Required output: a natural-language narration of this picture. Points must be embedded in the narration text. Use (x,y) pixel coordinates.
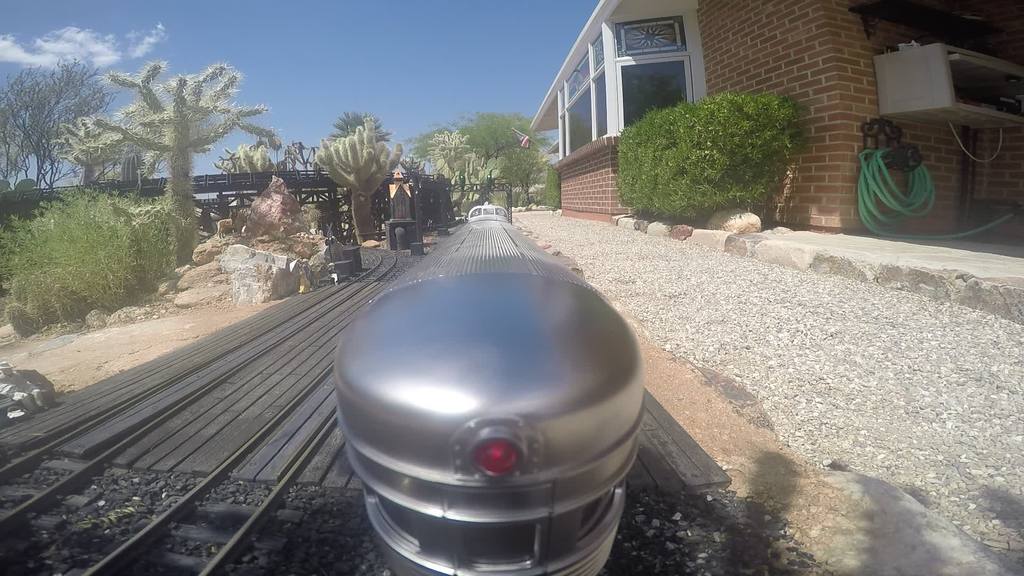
In this image we can see the building (837,158), one flag (526,143) with pole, one pipe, some objects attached to the wall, one toy train (494,372) on the track (417,260), some small stones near the track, some rocks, some railway tracks (364,292), some objects (226,204) looks like rods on the ground (737,236), some trees (503,140), bushes (730,164) and plants (86,135) on the ground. At the top (291,59) there is the sky (245,64) with clouds (94,59).
